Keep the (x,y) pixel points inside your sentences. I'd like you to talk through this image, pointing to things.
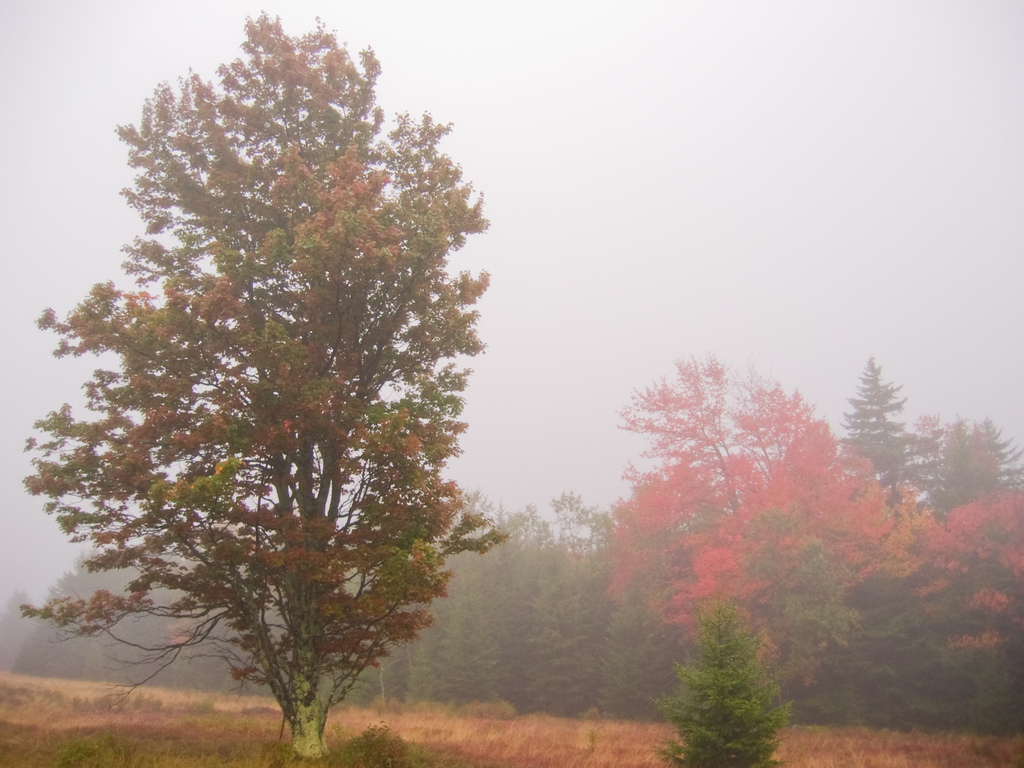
In this picture there are trees (532,624) and there are orange color leaves (682,490) on the trees (764,469). At the top (782,245) there is sky (614,260). At the bottom (564,734) there is grass (462,721).
